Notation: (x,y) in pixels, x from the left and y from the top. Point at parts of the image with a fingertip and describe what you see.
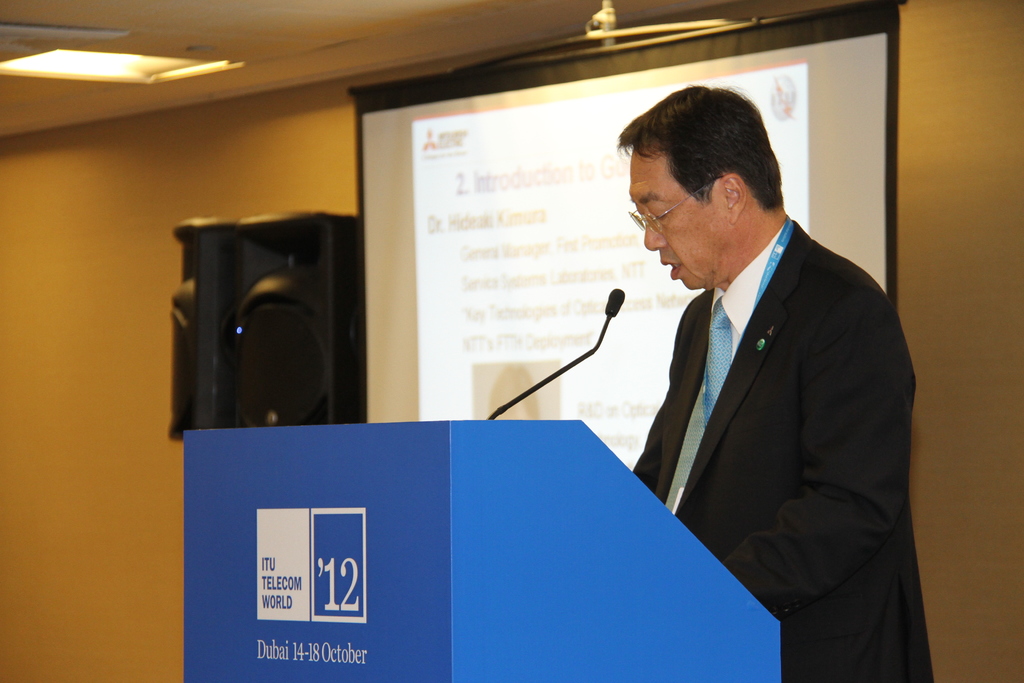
In the foreground of this image (809,397), there is a man (749,403) standing in front of a podium (449,483) on which there is a mic (608,308). In the background (434,307), there is a screen (443,278) and speaker boxes (287,309) on the wall (247,110). At the top (189,70), there is a light (45,69) to the ceiling (95,24).
